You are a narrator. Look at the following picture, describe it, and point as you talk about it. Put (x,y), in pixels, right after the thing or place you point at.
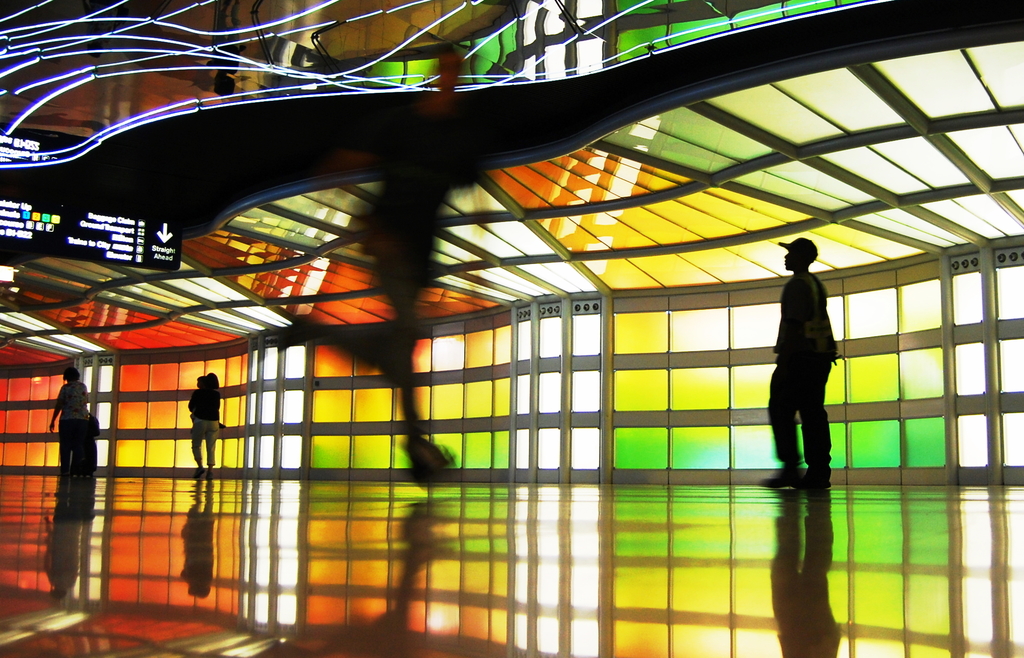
In the picture i can see some persons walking on floor (338,530), in the background of the picture (387,397) there is a wall (512,386) which is of glass (441,400) are in different colors, top of the picture (530,162) there is a board (135,229), roof (138,279).
